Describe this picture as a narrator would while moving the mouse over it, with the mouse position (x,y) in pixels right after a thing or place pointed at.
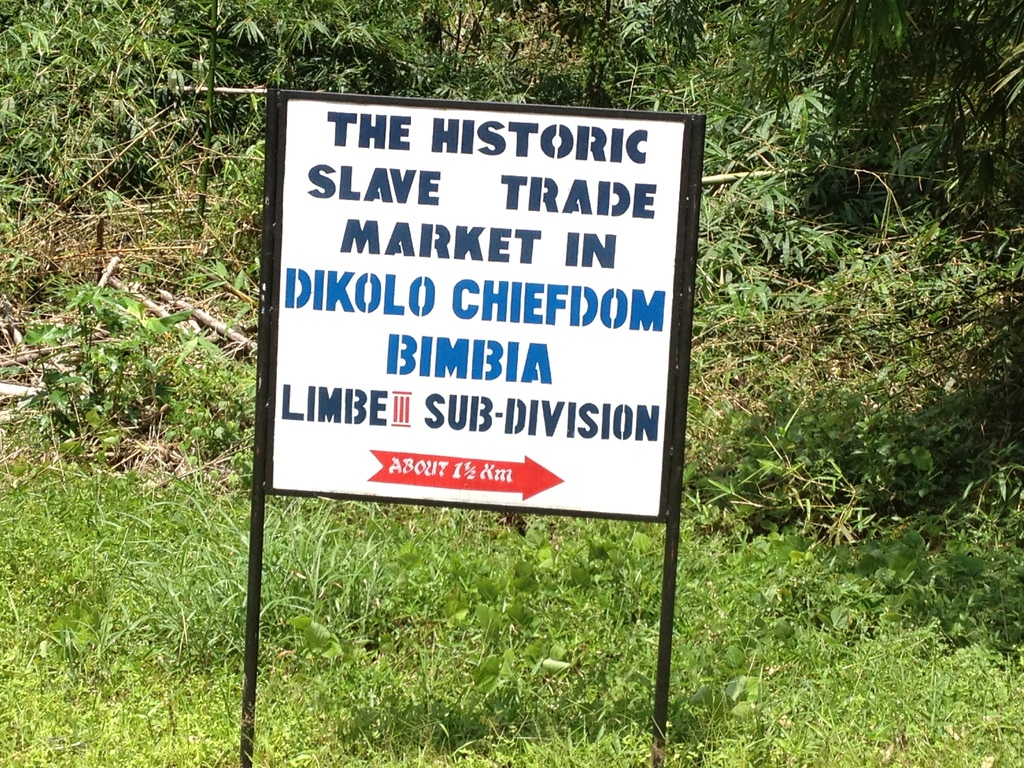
In this image I can see trees (30,108), plants (137,371) and the grass (71,601) on the ground (220,416). And there is a sign board (625,447) which is representing with some text (450,465) in it.
